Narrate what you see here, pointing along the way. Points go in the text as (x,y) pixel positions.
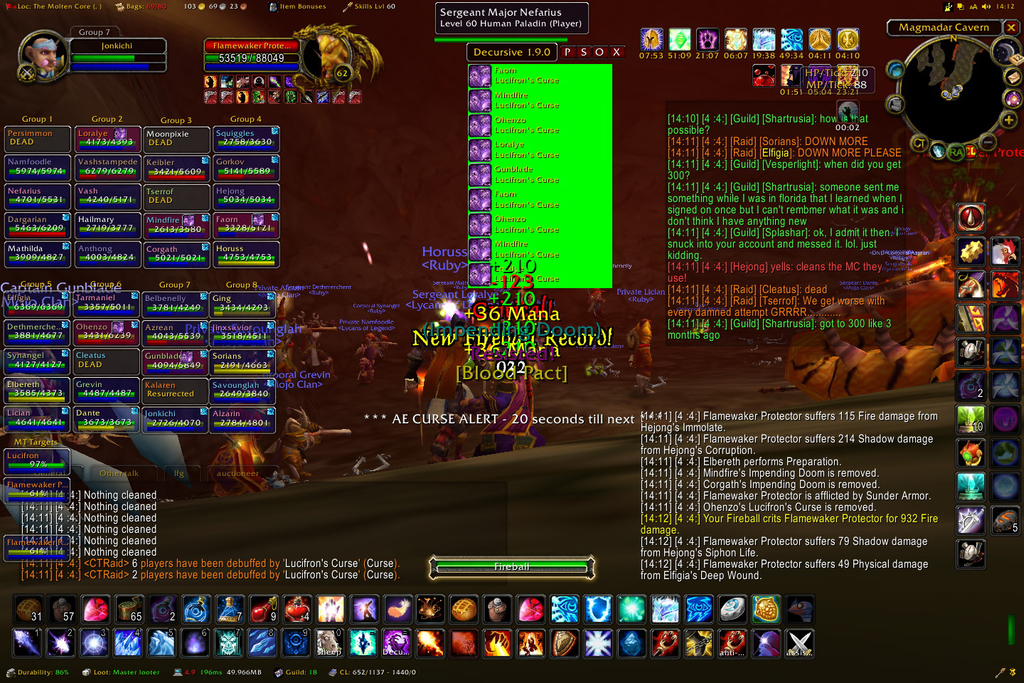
This is an animated image. In the center (463,344) we can see the pictures of some creatures (644,341) seems to be the persons (641,356) and we can see the pictures of many number of objects (552,639) and we can see the text (626,292) on the image and we can also see the numbers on the image.
